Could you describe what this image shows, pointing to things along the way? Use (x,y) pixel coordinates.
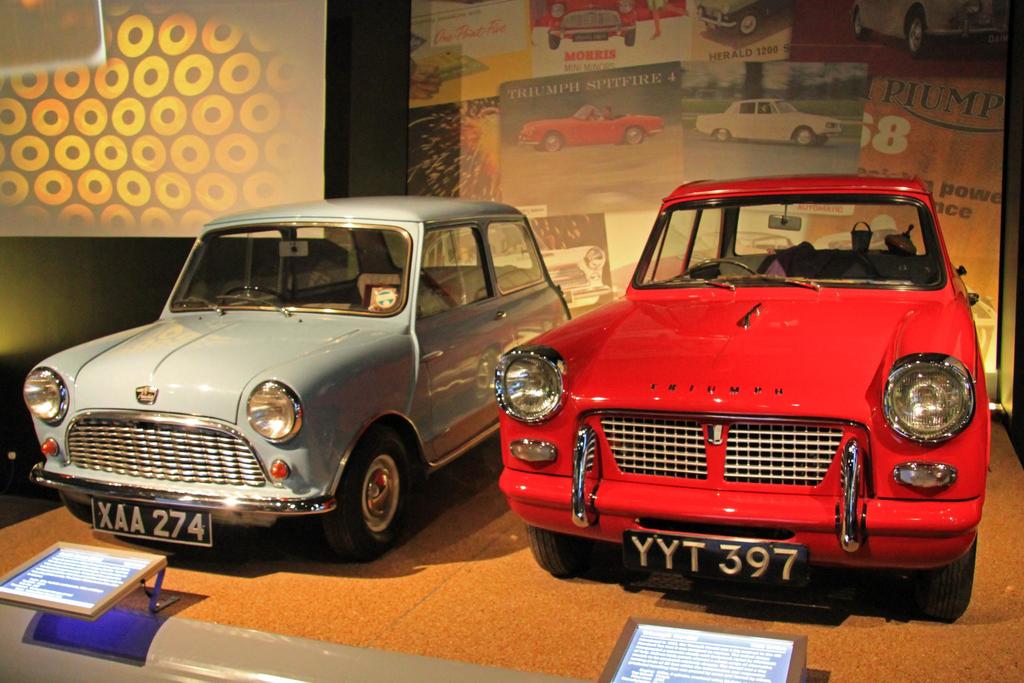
In this image we can see two cars (528,317) on the floor (449,600). In the background (312,174) we can see the screens (458,93) with different cars (803,119) and text (905,84). At the bottom (59,583) we can see two informational boards (120,584).
